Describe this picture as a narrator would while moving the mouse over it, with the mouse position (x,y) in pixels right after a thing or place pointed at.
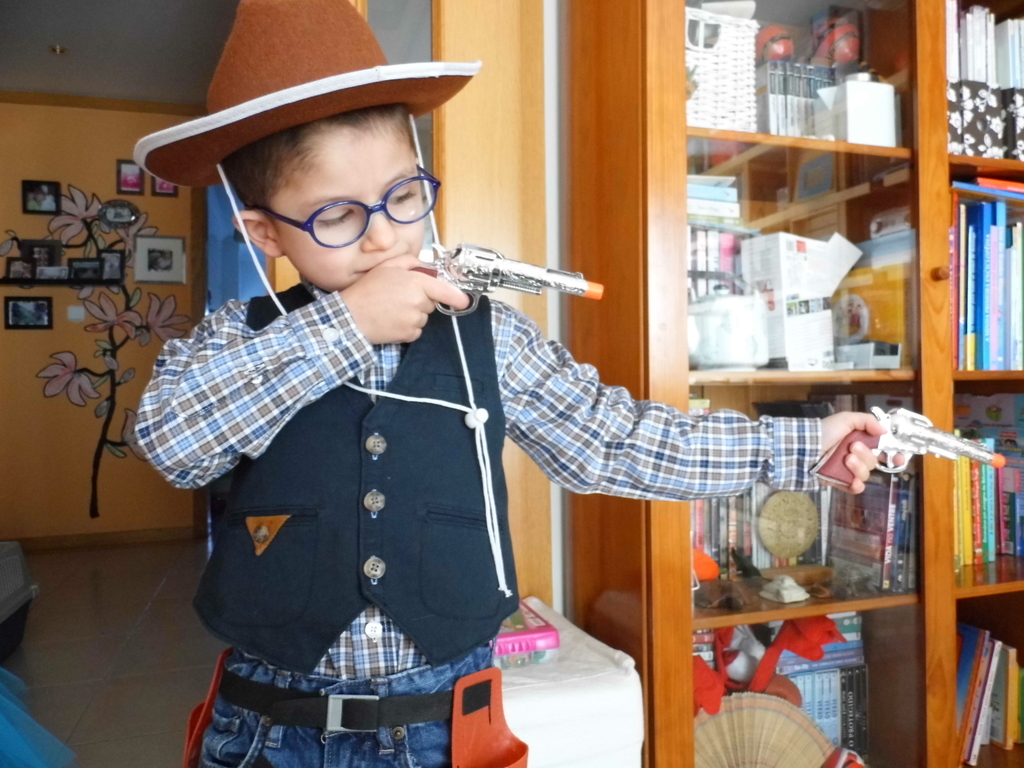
In this picture we can observe a boy (305,491) wearing a brown color hat (329,90) and spectacles (336,215). He is holding two silver color toy guns (472,272) in his hands (856,471). We can observe a bookshelf (763,138) on the right side (742,148). In the background (125,508) there is an orange color wall (76,491) on which we can observe a design (102,330). There are some photo frames (47,251) fixed to the wall (21,137).
